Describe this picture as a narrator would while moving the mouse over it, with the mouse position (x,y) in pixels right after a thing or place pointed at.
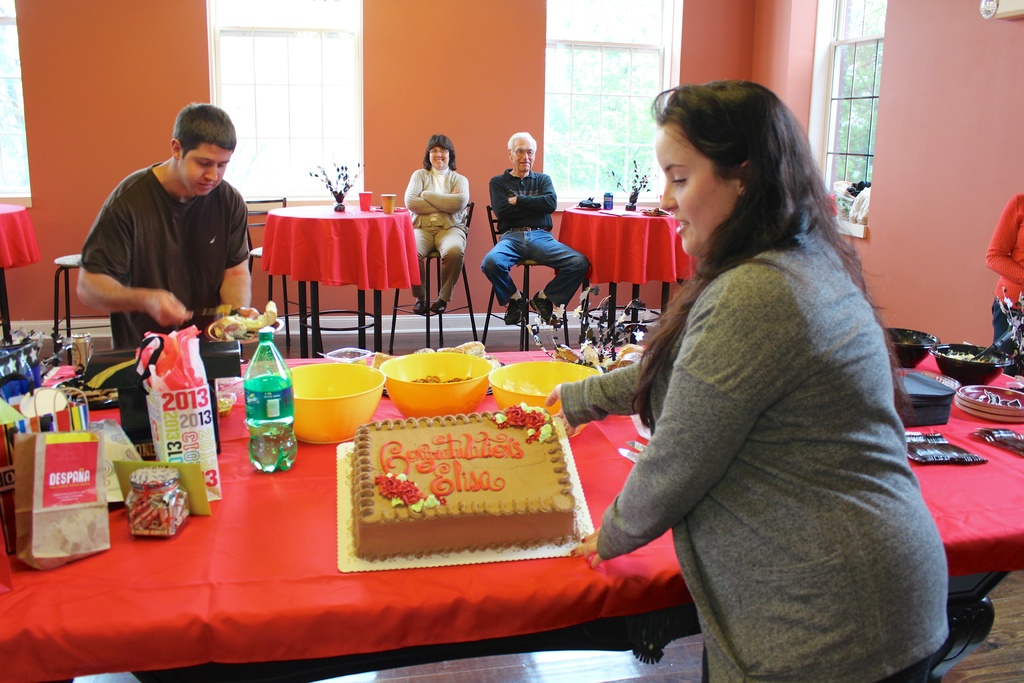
In this image there are 2 persons (535,249) sitting in chair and on table (228,517) there are bottles (263,390), glasses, plants (583,290), cake (383,456), bowls (328,417), jars (148,480), plates (997,408), covers (32,356), and in foreground (735,382) there are 2 persons (750,230) standing near the table (216,522), window (277,130), chairs (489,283), tree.
